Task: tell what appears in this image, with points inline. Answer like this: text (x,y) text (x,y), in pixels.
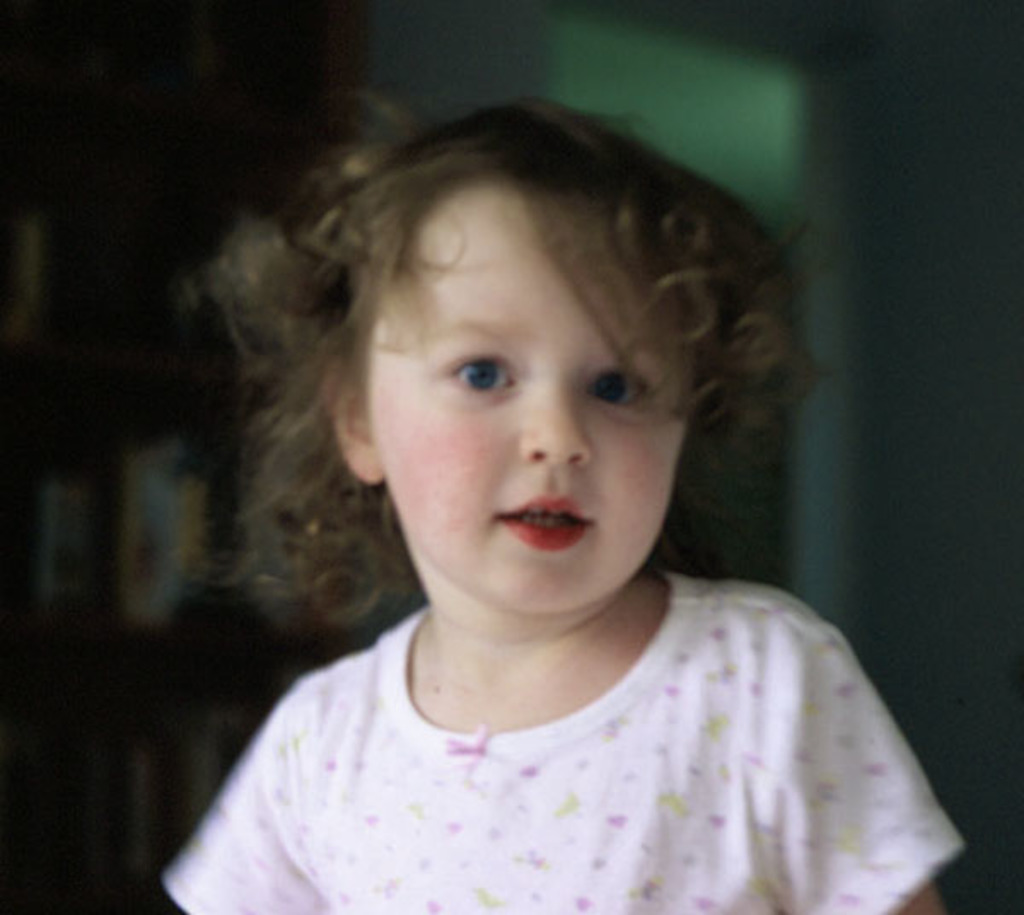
In this image we can see a baby (504,751) and the background (797,551) is blurred.
